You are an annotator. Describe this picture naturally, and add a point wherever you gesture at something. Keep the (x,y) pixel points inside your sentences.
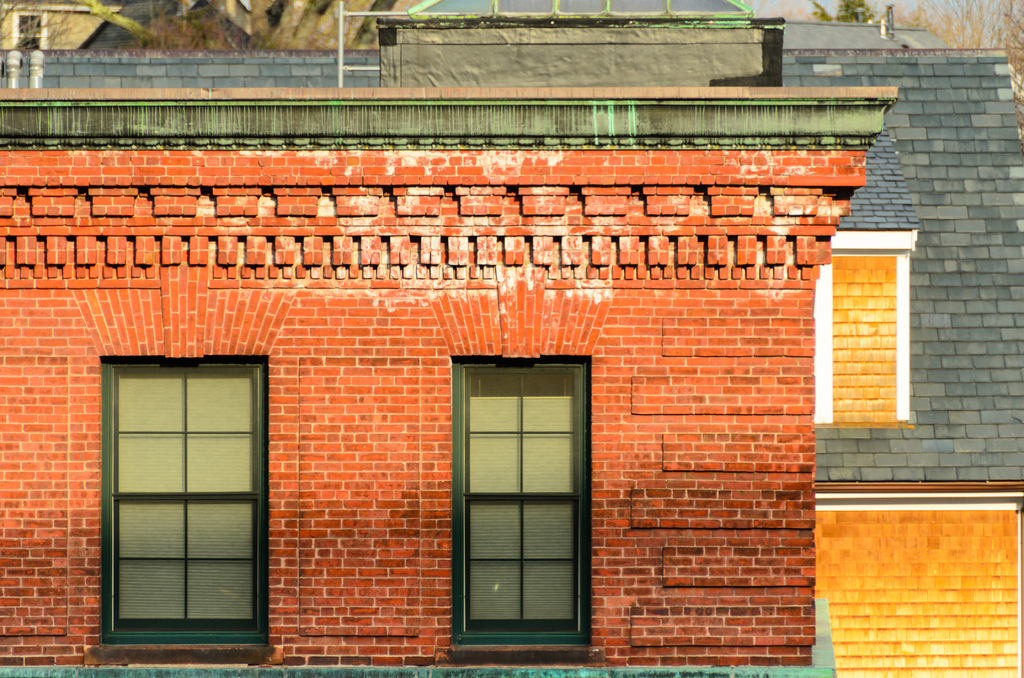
In this image there are buildings (873,453) with windows (515,497). There is a skylight (655,23) and trees (990,14) are also visible in this image.
